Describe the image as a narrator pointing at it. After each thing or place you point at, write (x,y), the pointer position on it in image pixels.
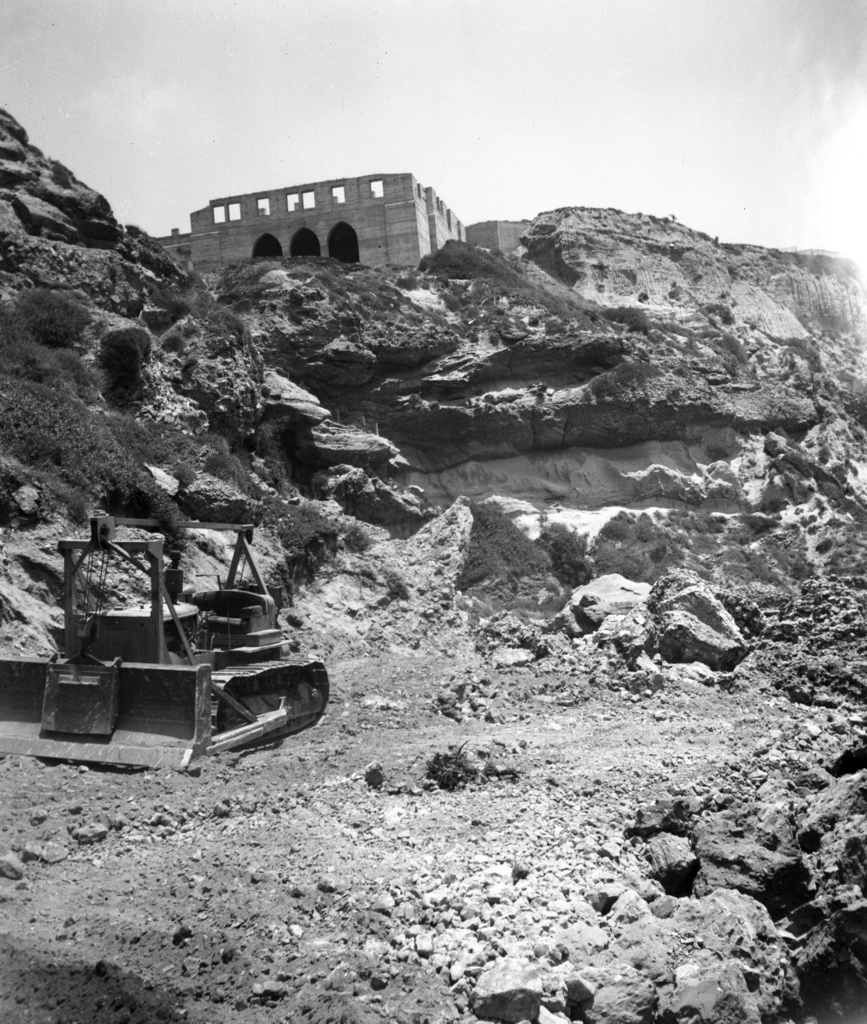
This is a black and white image, in this image on the left side (157,687) there is one vehicle (315,665), and at the bottom (289,846) there are some rocks (680,868) and some sand (62,829). And in the background (388,304) there are mountains (408,308) and building (248,197), at the top (378,89) there is sky (374,89).
